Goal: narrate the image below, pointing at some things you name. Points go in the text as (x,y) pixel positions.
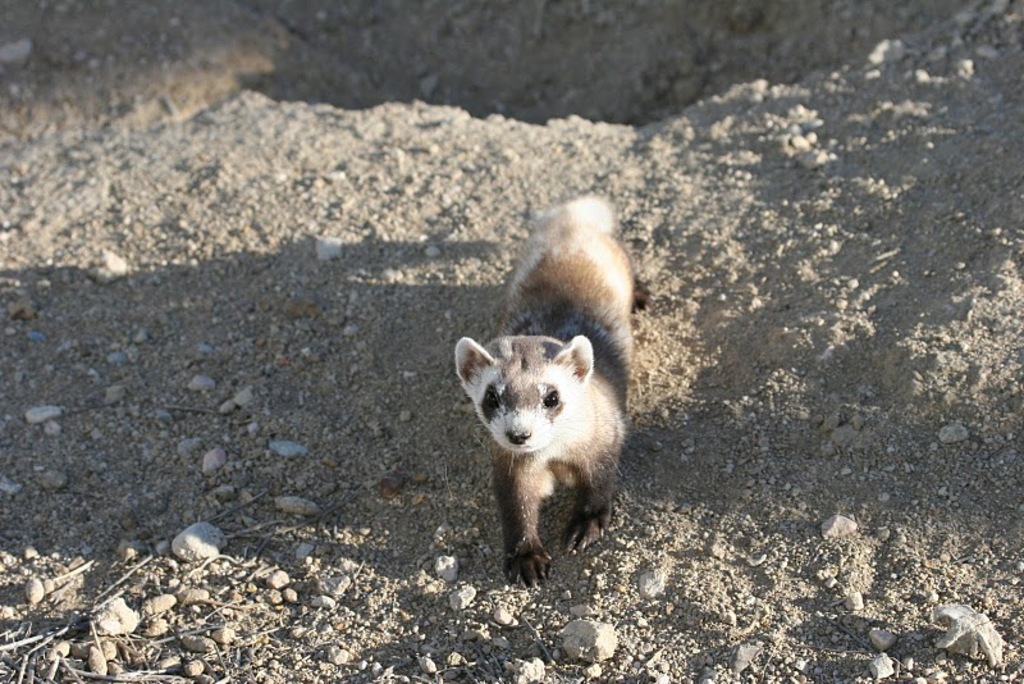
Here in this picture we can see a weasel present on the ground (472,317).
